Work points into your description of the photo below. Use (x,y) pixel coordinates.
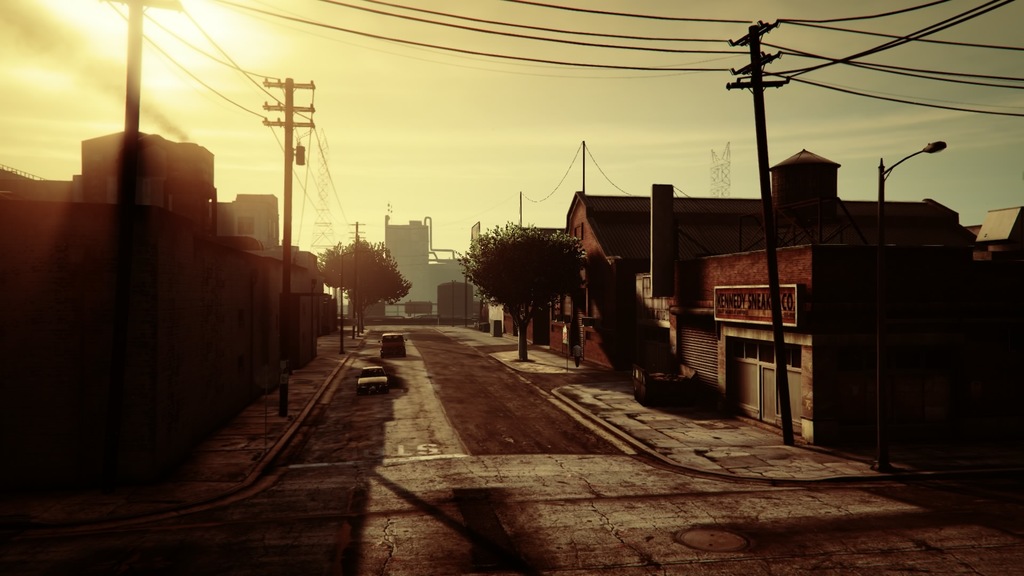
In this image few vehicles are on the road (484,423). A person (580,358) is walking on the pavement (565,362) having a tree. There are few poles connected with wires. Background (302,336) there are few buildings (24,306). Top of image (453,105) there is sky (437,163).
